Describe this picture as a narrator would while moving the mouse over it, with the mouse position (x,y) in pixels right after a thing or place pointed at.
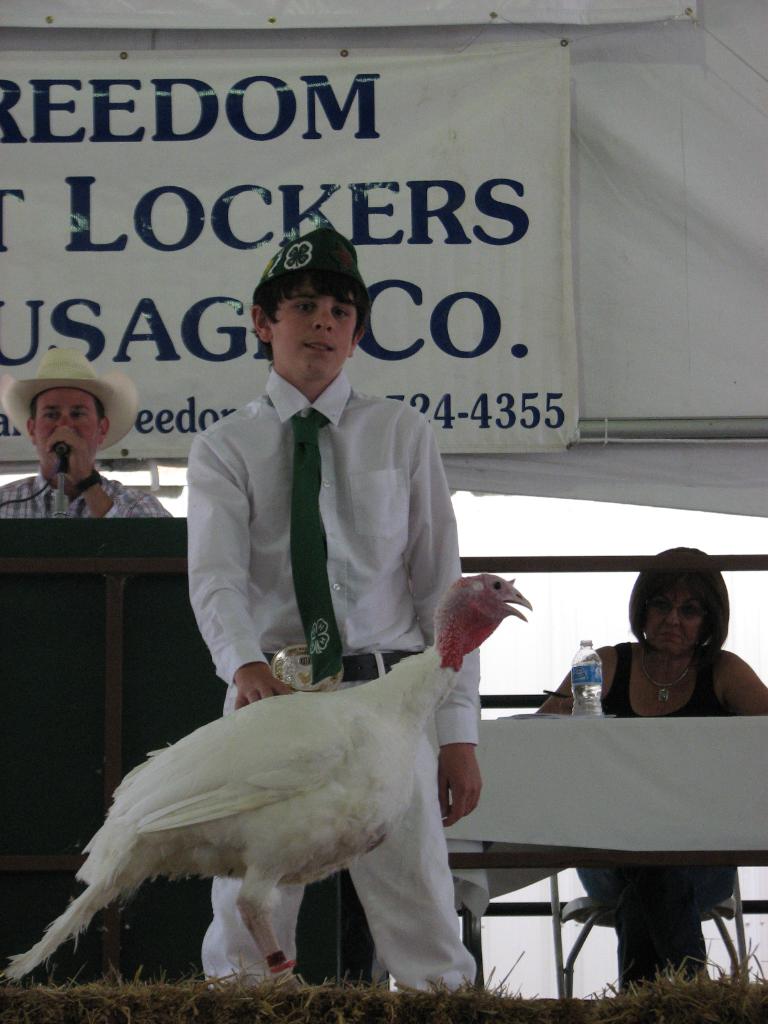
In the center (372,596) we can see one person (394,477) standing and holding bird (341,740). In the background (500,295) there is a banner (524,314), tent (698,350) and some person (70,366) standing and holding microphone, in front there is a wood stand (115,643). And other woman (623,710) she is sitting on the chair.
